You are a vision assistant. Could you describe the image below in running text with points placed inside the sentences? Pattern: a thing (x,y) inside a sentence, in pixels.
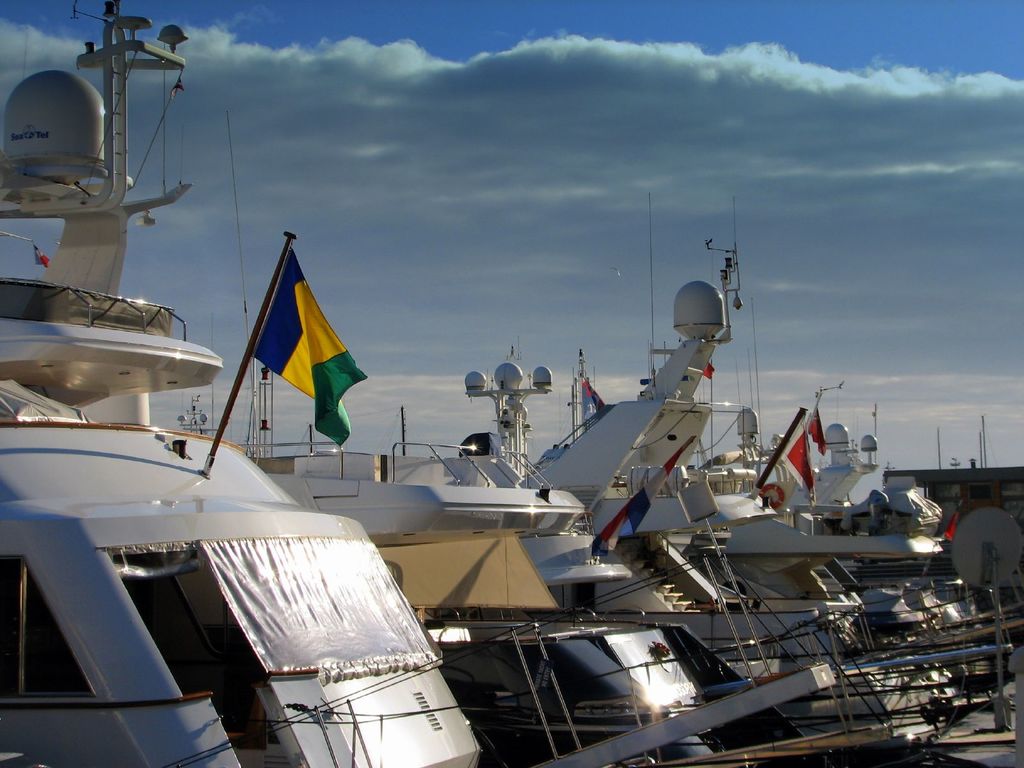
On the left side (303,694), there is a white color boat (108,464), on which, there is a flag (307,371) attached, parked along with the other boats (644,402) at the shipyard (1010,596). In the background (670,55), there are clouds (503,52) in the blue sky (664,34).
